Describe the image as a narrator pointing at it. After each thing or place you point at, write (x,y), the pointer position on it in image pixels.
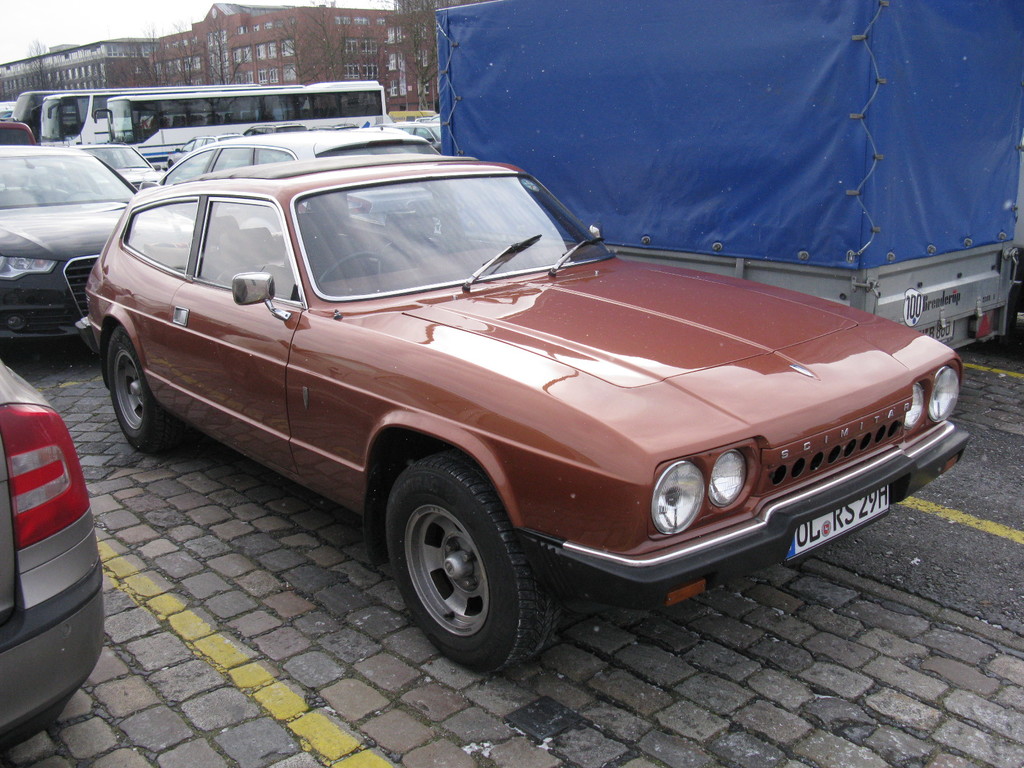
In this picture we can see maroon car (511,437), beside that there is a truck (749,268). In the background (61,104) we can see many bus (163,118) which is parked near to the trees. At the top (435,103) we can see the buildings (313,8). In the top left corner (69,16) there is a sky (30,5).
